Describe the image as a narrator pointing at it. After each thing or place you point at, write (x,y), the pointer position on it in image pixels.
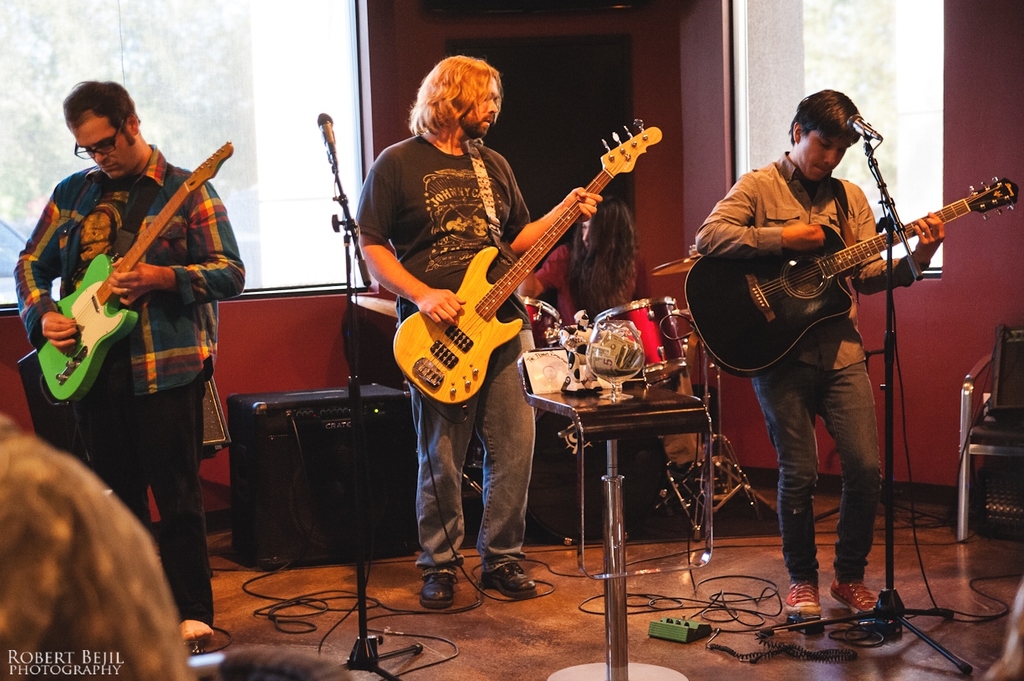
It is a closed room (277,354) where people (476,402) are playing guitars (783,316). Coming to the left corner of the picture (94,286) the person (67,333) playing a green colour guitar (97,300) and wearing a shirt (209,305) and on right side of the picture (805,444) a person (863,283) playing a guitar (819,301) which is in black colour and the person (389,223) in the middle (447,299) playing a guitar (442,337) which is in yellow colour he is wearing a t-shirt (488,238), behind him there is a person (580,297) sitting and playing the drums (542,324) and behind him there is a wall (730,152) and windows (283,117) and on the floor (675,648) there are wires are placed and behind them there are speakers (320,479) and coming to the right corner of the picture (999,435) there is a chair (998,454) and outside of the room (102,169) there is a vehicle (2,264) on the road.
